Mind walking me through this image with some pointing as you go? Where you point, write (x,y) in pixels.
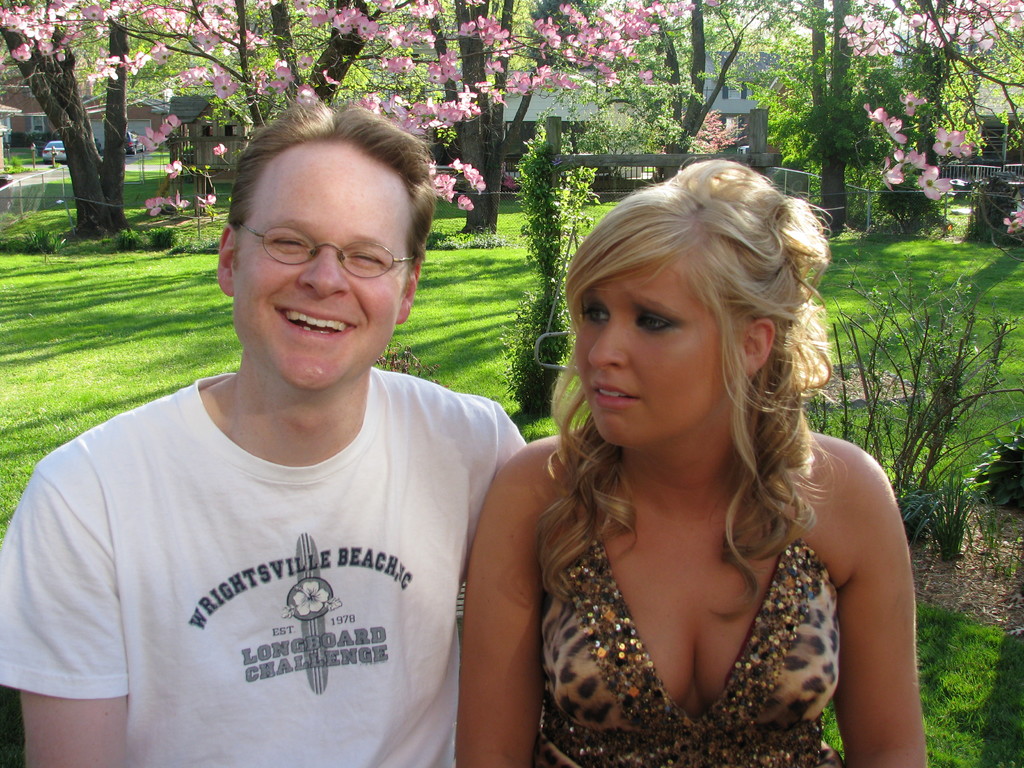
This picture is clicked outside. In the foreground (637,629) we can see a woman (690,451) wearing dress (634,704) and seems to be sitting and we can see a man (310,357) wearing white color t-shirt (256,541), smiling and seems to be sitting. In the background (482,265) we can see the green grass (482,259), plants (487,246), trees (231,72), flowers (170,14), vehicles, houses (4,131) and some other items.
